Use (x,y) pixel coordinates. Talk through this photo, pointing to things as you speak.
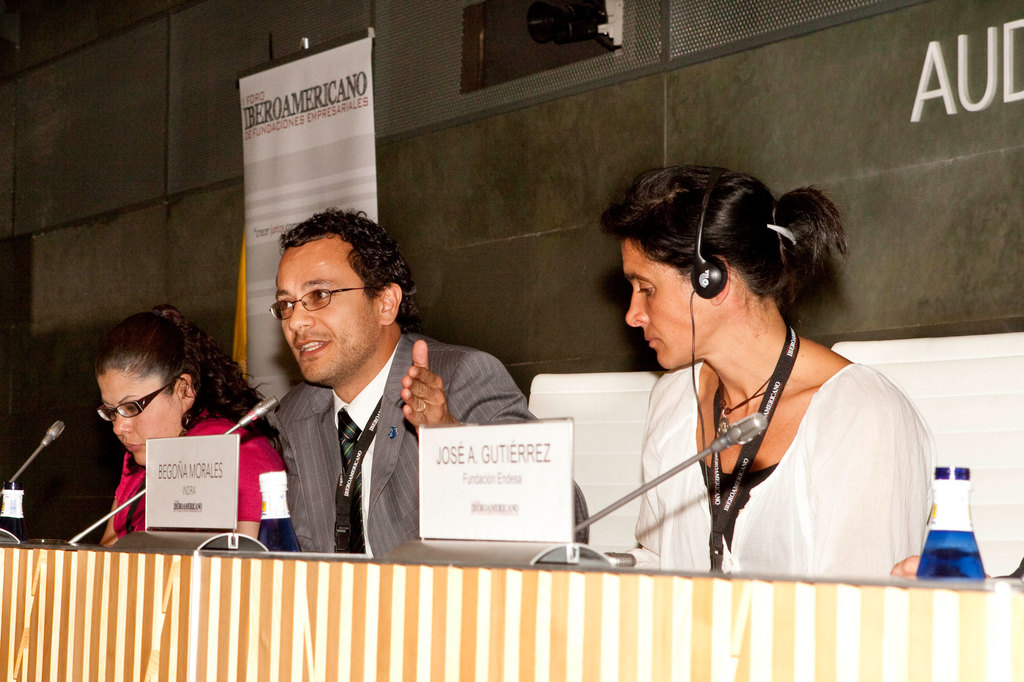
This image consists of three persons (838,479). In the middle (374,451), there is a man (378,483) wearing a suit (375,505). On the right (808,537), the woman (804,539) is wearing a white dress (688,537). On the left (137,518), the woman (141,523) is wearing a red dress (242,484). At the bottom (556,654), we can see a table (505,654) on which there are name boards (445,482) and mic stands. In the background (111,241), there is a wall (494,219) on which there is a banner (334,108) along with a camera (600,33).
